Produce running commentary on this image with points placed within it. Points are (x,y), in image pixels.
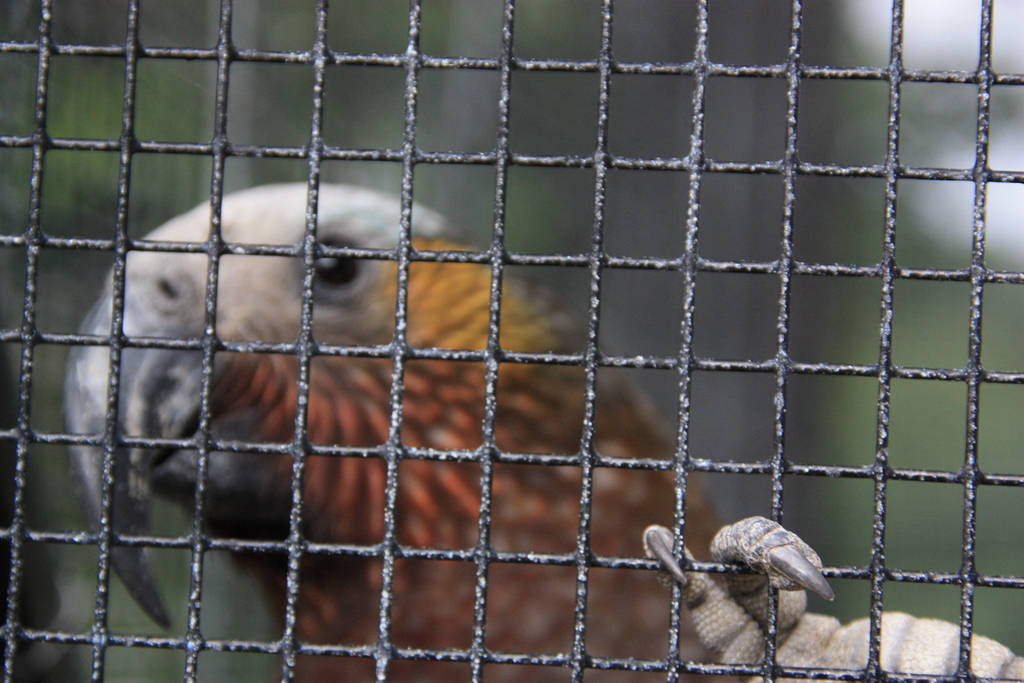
In this image we can see a bird (337,477). In the foreground (470,457) there is a mesh (99,657).
